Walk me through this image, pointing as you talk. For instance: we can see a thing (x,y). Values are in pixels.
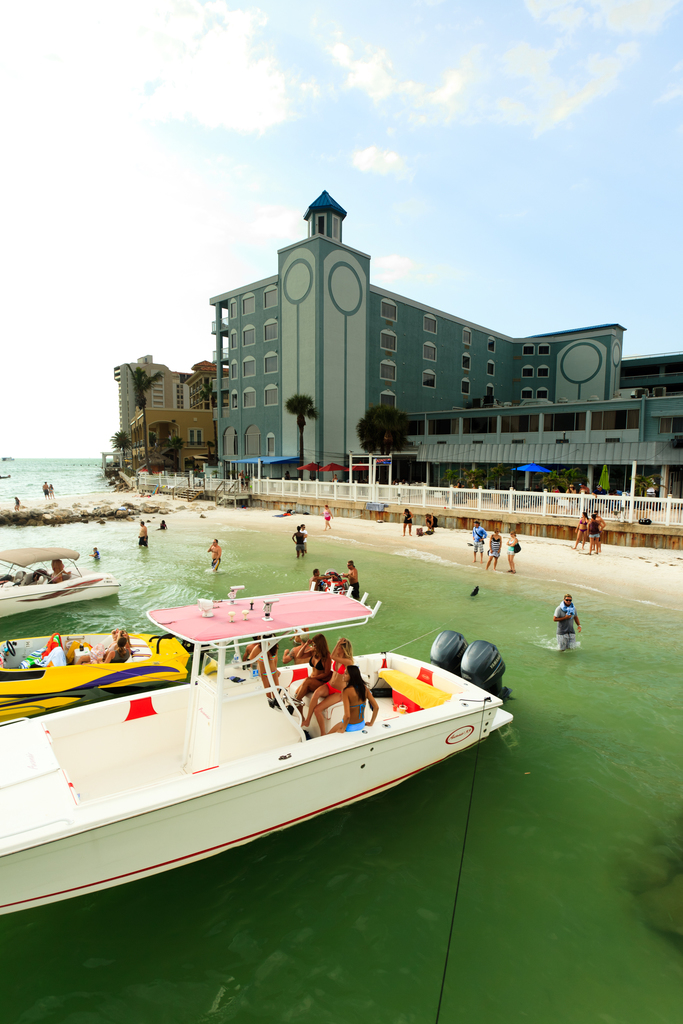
In this image we can see boats (93,785) in the water (458,793). In the boats (225,819) we can see the persons (344,645). Beside the water (520,592) we can see few more persons (498,547). In the middle of the image (353,430) we can see the buildings (398,376). In front of the buildings (327,432) we can see trees (396,436) and a fencing (335,494). At the top (338,104) we can see the sky (223,173).
